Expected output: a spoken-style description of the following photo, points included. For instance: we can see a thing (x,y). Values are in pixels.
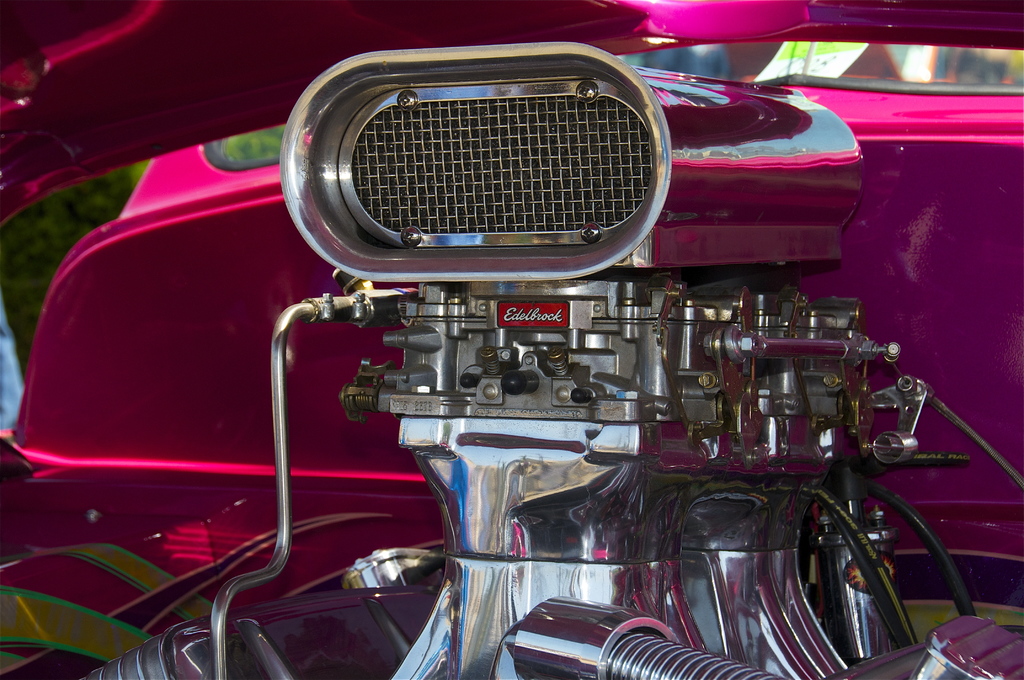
In this picture, it seems like parts (655,391) of a car (564,391).
